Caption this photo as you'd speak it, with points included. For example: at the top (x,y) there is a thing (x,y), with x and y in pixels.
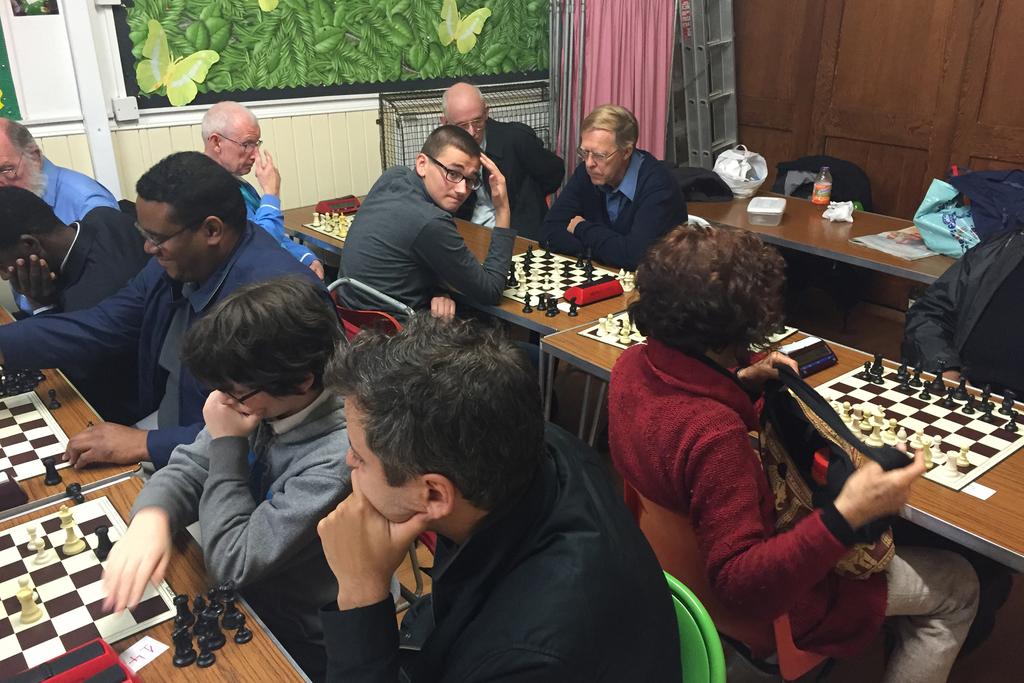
Here we see group of people (533,164) seated and playing chess (534,291) on the table (997,476).
